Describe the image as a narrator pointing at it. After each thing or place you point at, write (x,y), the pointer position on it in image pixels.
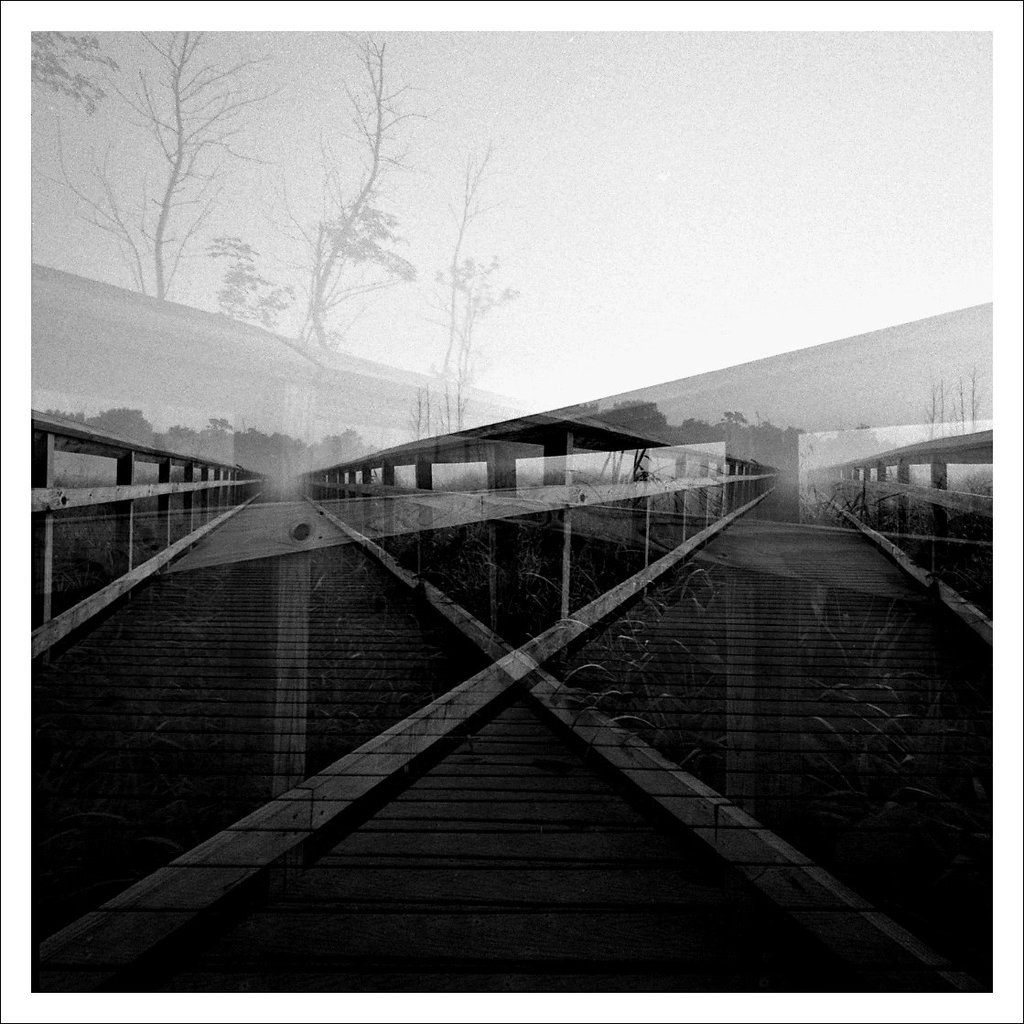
This is a black and white edited image. We can see platform (402,633), railings (648,579) and plants (560,597). In the background (376,426) there are trees (84,77) and the sky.
